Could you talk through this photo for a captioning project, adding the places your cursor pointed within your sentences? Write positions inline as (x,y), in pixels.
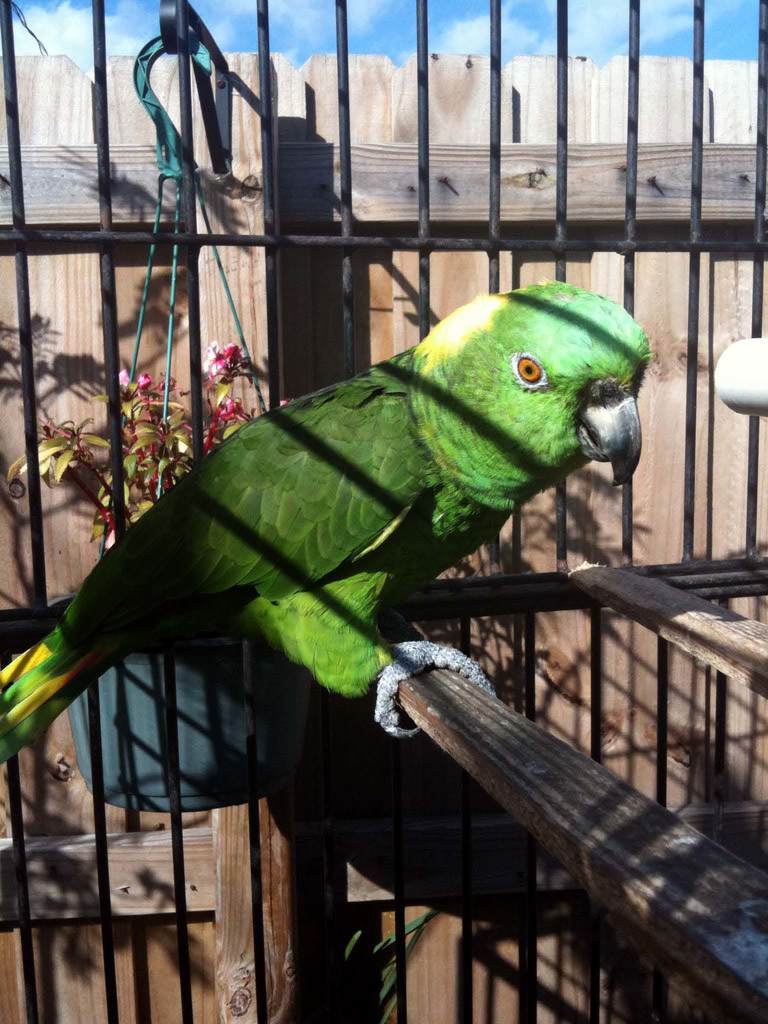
In this image, we can see a green color parrot (417,573) in the cage (563,108), at the top (310,16) there is a blue color sky (369,16).
